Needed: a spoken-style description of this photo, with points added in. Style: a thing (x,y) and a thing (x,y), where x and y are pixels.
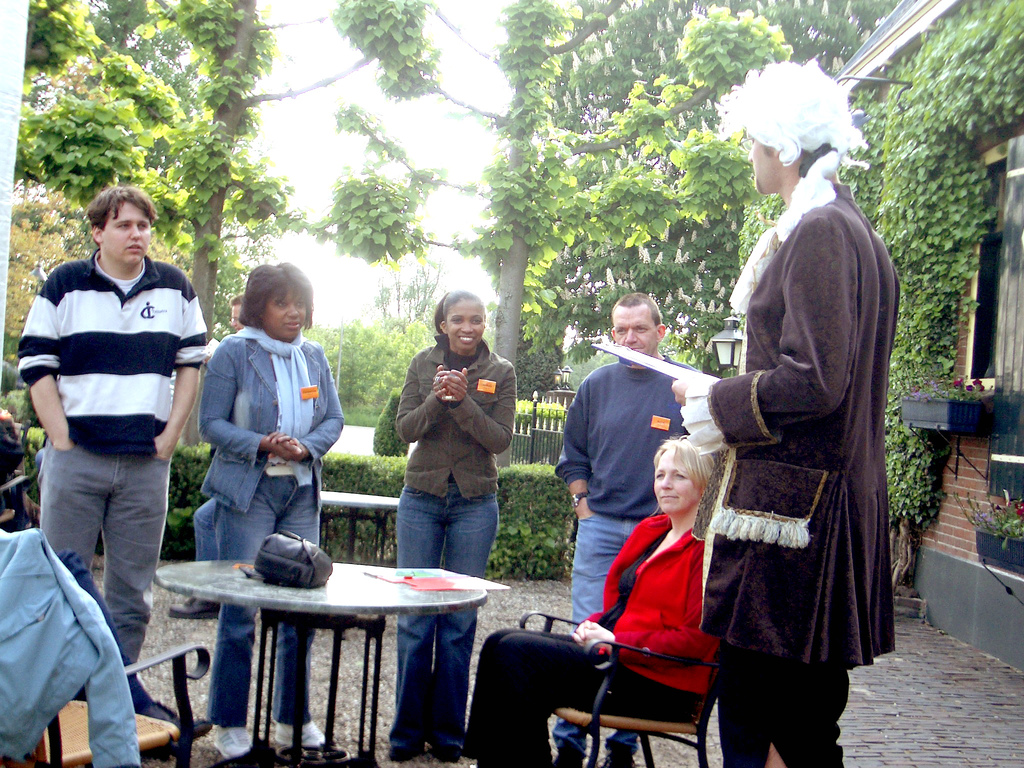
A lady (611,618) wearing a red dress (627,641) is sitting on chair (632,726). There are five persons (586,405) standing. A person (792,390) wearing brown coat (784,409) is holding a writing pad (676,371). There is a table (344,599). On the table (390,591) there is a book (438,586) and a bag (277,573). There is another chair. On the chair (83,716) there is jacket (69,630). In the background (92,157) there are trees (476,108). A building (943,279) is on the side. On the side wall (973,433) there is a pot (928,409). And inside the pot (959,412) there are flowering plants (1004,508).
